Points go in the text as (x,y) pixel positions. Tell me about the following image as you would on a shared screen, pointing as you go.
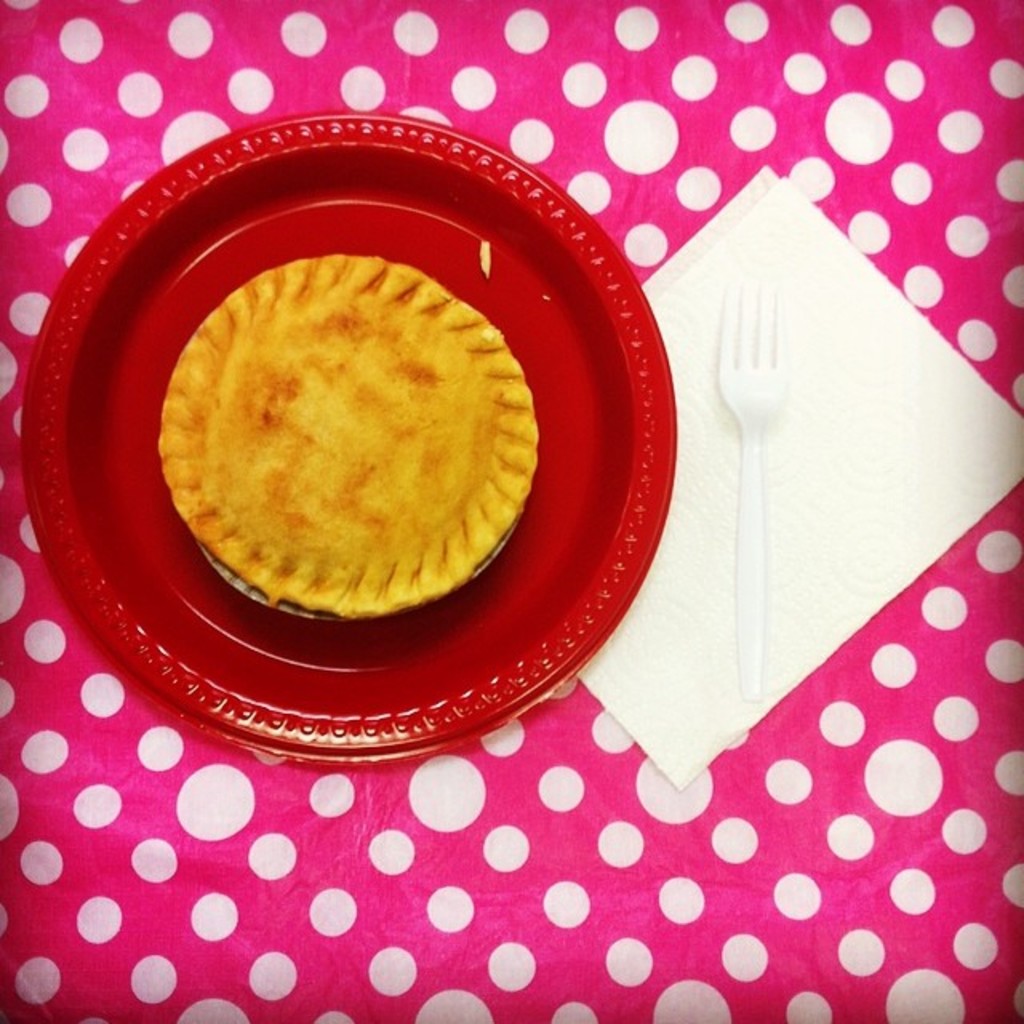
This is a zoomed in picture. In the center (672,489) there is a red color plate (425,243) containing a food item (339,431) placed on the top of the pink color object (259,107) and we can see a fork (752,353) and a tissue paper (815,448).
